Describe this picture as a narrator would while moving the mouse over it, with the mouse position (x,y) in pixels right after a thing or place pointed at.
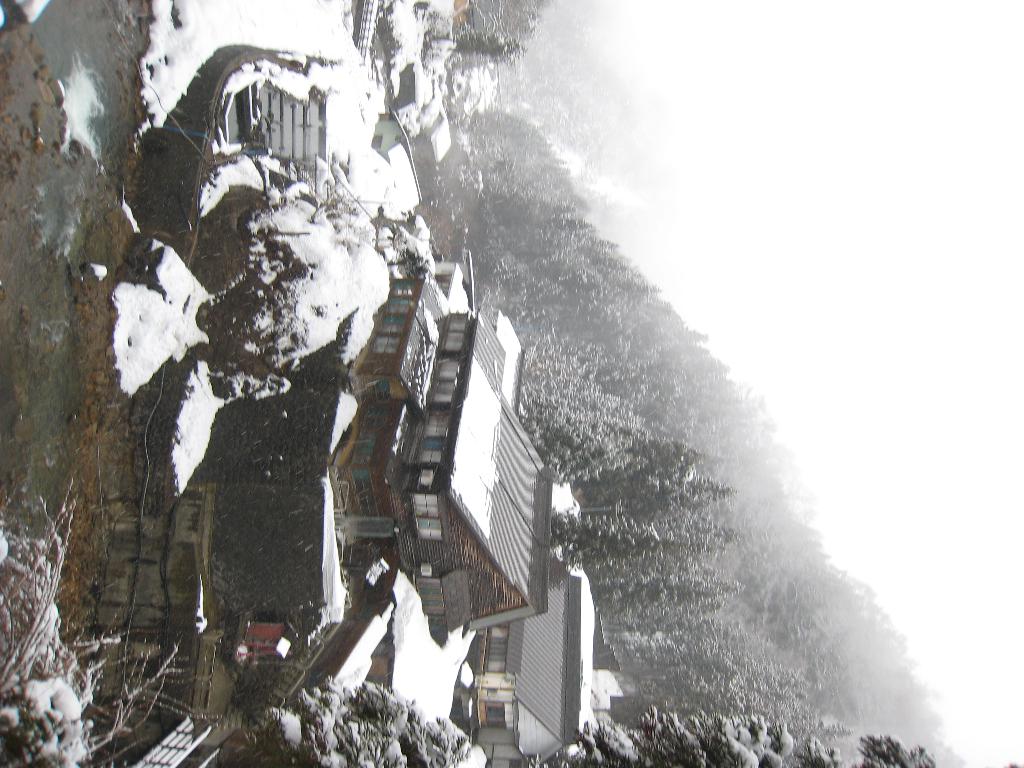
In this image we can see few buildings (348,462) with snow (272,26) and in the background (748,643) there are trees (780,709) and sky (885,258).
